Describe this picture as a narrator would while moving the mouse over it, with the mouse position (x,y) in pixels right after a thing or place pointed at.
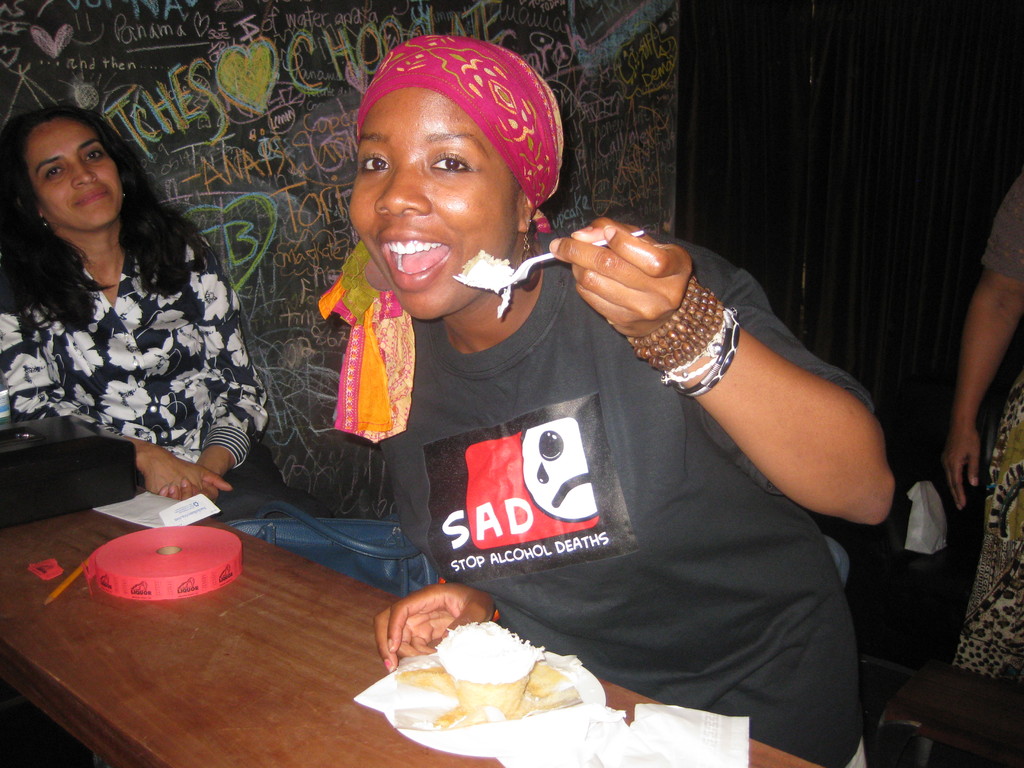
Here we can see people (780,413). On this table (307,732) there is a food (474,667), ribbon (153,560) and objects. This woman (435,415) is holding a fork (547,256). Something written on the black wall (578,116). This is black curtain (862,178).
